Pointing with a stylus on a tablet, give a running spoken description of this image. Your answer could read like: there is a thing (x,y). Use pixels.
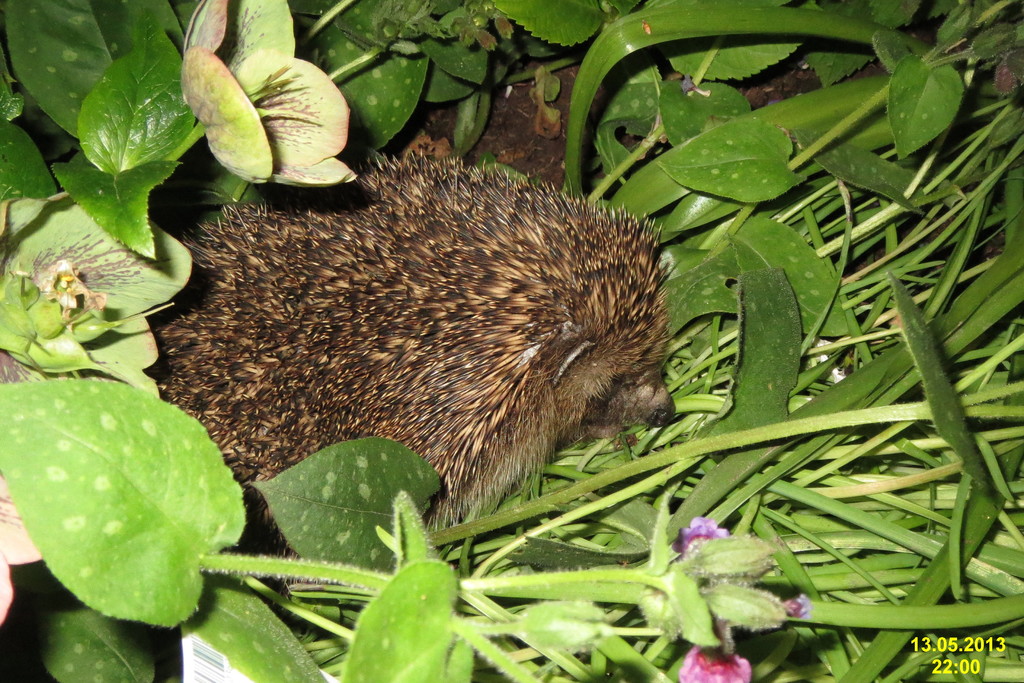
Here in this picture we can see an animal (402,285) present on the ground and we can also see grass (661,445) and plants (486,114) present on the ground (492,103).
